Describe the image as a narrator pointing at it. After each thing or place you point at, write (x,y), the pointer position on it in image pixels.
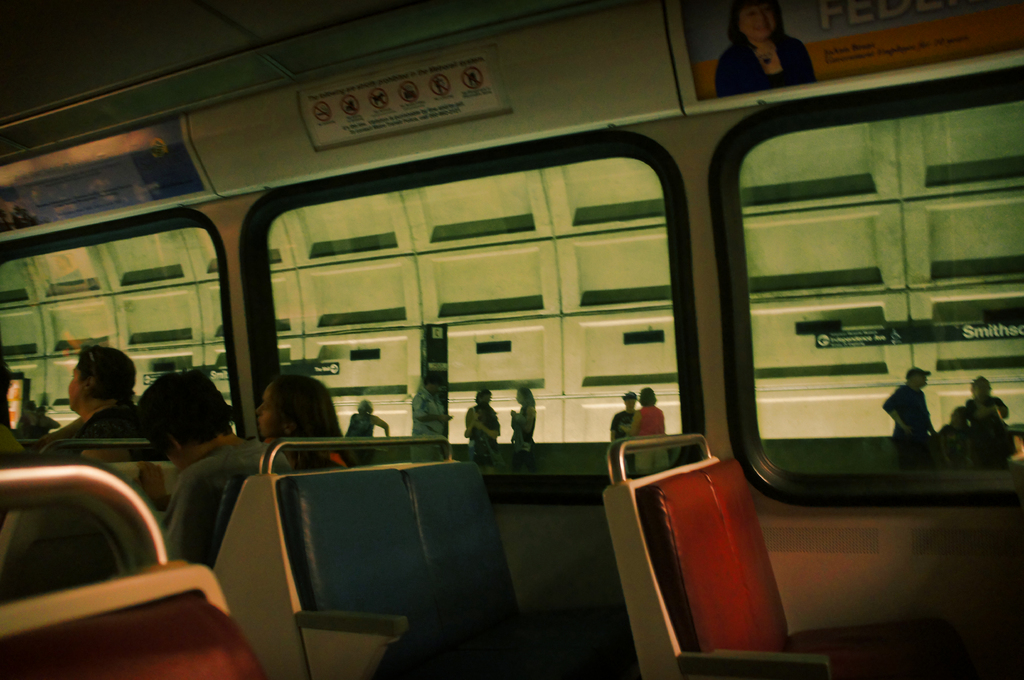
In this picture we can see few people (177,426) are seated in a vehicle (460,532), and few (425,398) are standing outside of the vehicle (455,515), and we can find some hoardings (886,337).
